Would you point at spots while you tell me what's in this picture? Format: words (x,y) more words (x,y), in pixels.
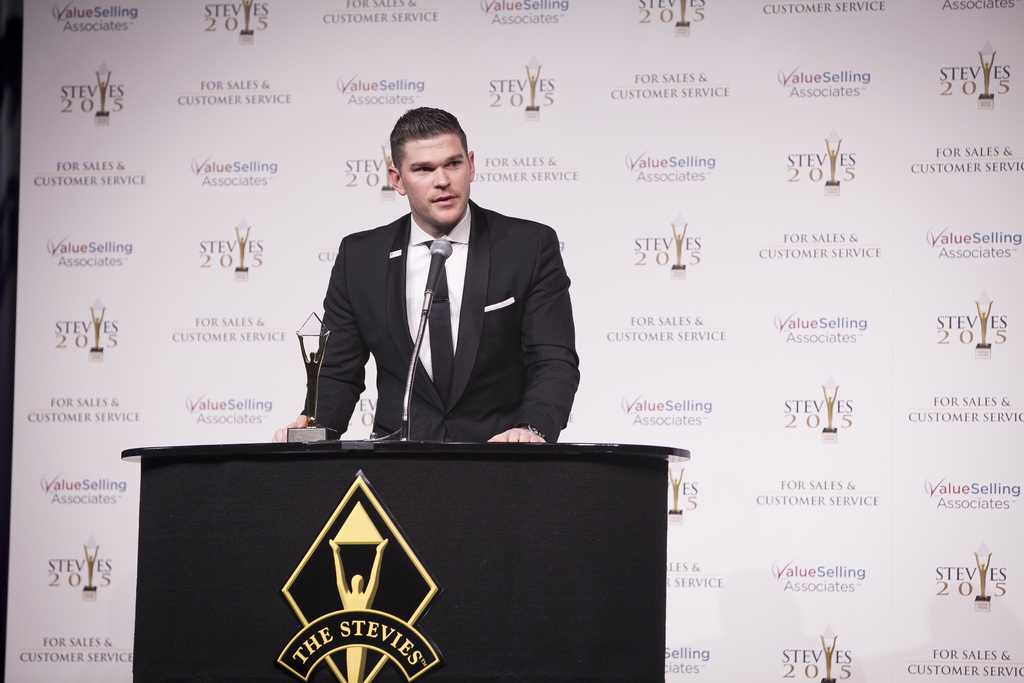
In this picture I can observe a man (457,275) standing in front of a black podium (397,570). He is wearing black color coat (480,258) and a tie (445,315). I can observe a mic (412,381) on the podium (348,465). In the background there is a white color poster (683,257). There is some text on the poster (262,241).
